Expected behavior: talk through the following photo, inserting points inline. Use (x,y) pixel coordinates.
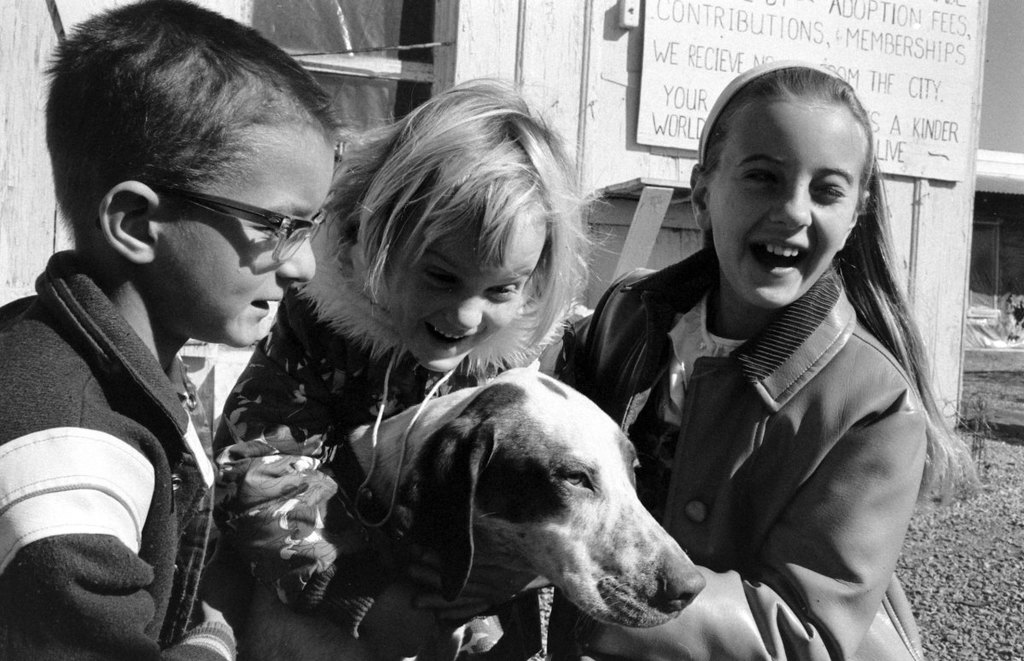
This is a black and white image. There are two girls (419,349) and one boy (139,417) holding a dog (544,519). At background (659,110) I can see a board (653,44) which is attached to the wall (581,46).
